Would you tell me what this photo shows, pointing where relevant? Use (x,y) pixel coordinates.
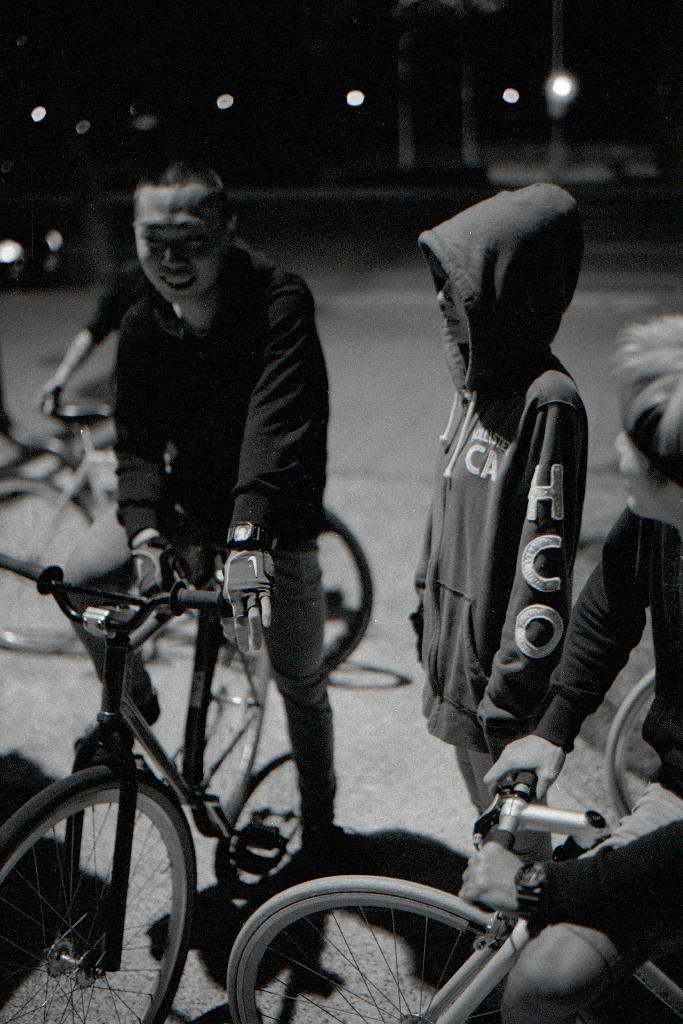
On the left side of the image (211,368) we can see a man (193,379) sitting on the bicycle (198,694). This person (460,629) is standing on the road (409,671).
